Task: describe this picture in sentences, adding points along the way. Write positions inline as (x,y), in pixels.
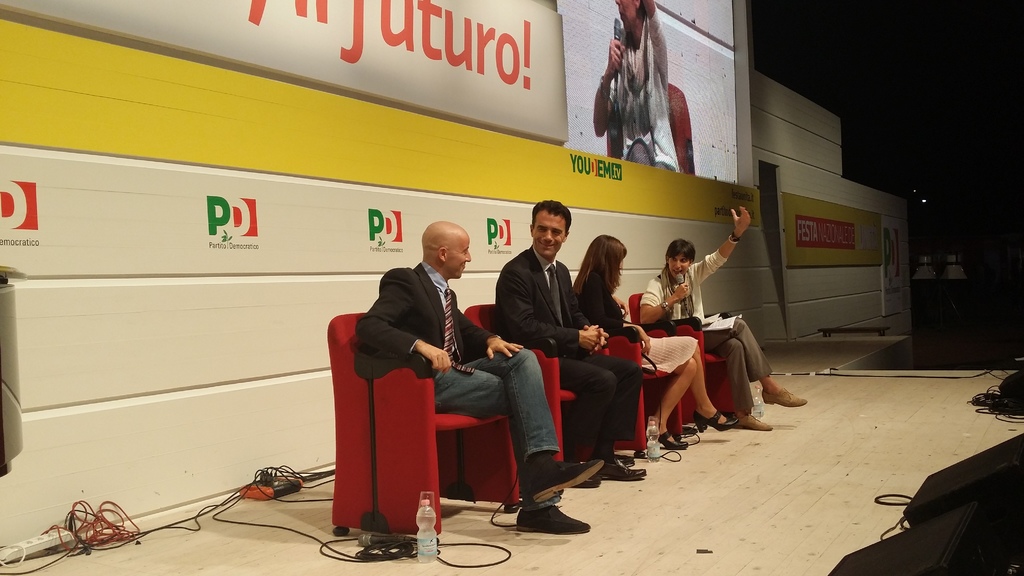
In this picture we see few people (592,441) seated on the chairs (715,362) and a woman (731,340) speaking with the help of a microphone (685,291) and we see text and a picture (615,142) on the back (592,128) to the wall (569,205) and few speakers (927,549) on the dais (931,471).
